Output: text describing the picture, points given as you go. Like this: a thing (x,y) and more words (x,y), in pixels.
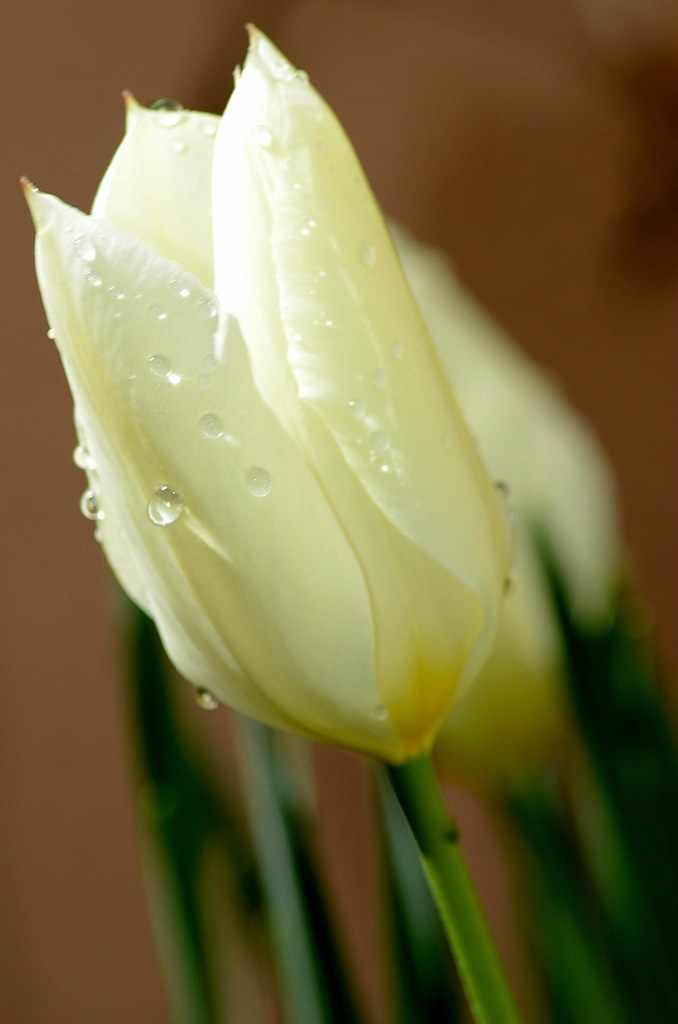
In this picture I can see couple of flowers (346,516) to the plants (284,889) and few water droplets (307,230) on the flower (282,552) and I can see blurry background (31,26).
